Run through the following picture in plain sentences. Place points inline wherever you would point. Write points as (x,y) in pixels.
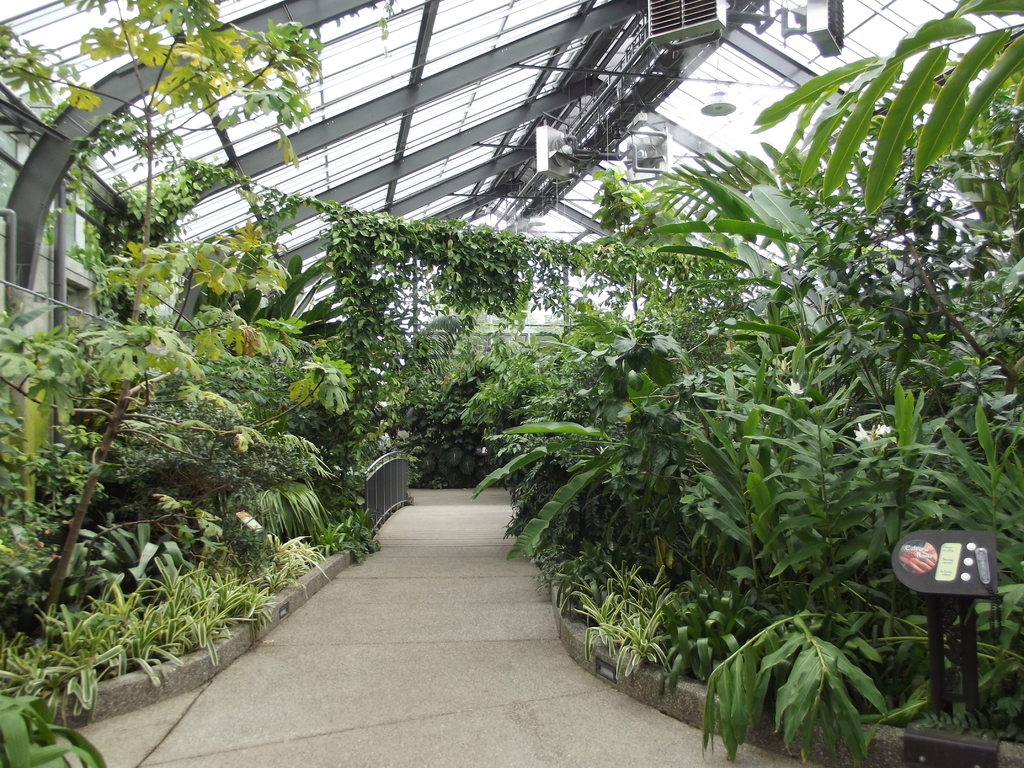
In the foreground of this image (662,564), there is a pavement (445,609) and on either side, there are plants (509,430) and trees (619,439). In the background (398,462), there is a railing (399,477). On the top (612,109), there is the glass ceiling (507,76) and few objects (834,27). On the right bottom (966,594), there is a black object (960,735).
